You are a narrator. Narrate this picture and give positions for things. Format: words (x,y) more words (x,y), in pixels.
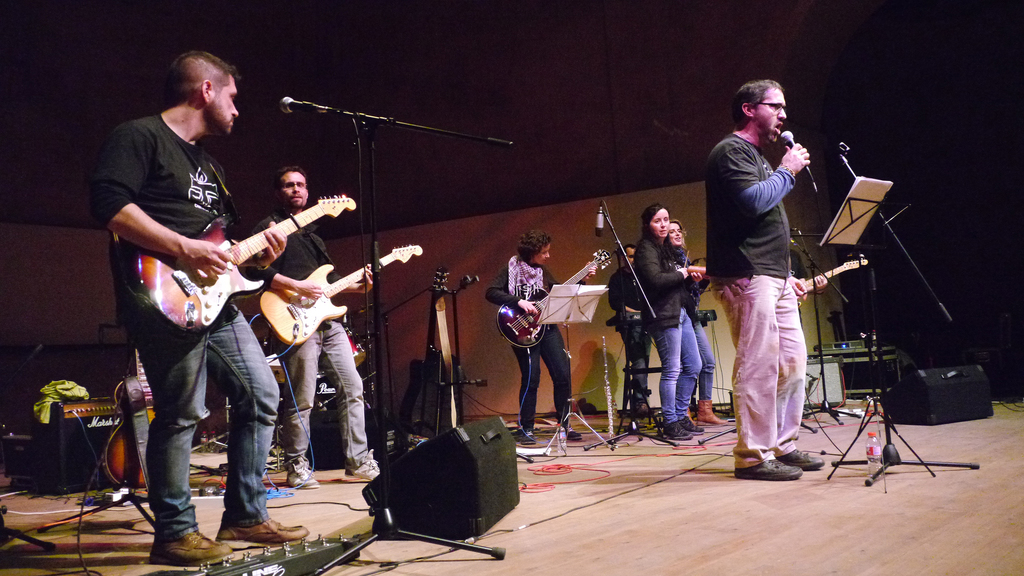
This image is clicked at a concert. In the image that few musicians (534,286) and few singers (747,240). The people (521,288) at the behind and playing electric guitars (279,318). The man (737,259) on the right (757,221) is holding a microphone (789,137) in his hand (799,153) and singing. In front of him there is a book holder (855,212). On the floor (731,486) the speakers (504,486), boxes (84,461), cables (532,485), microphones (601,223) and microphone stands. In the background (575,196) there is wall (73,88).
